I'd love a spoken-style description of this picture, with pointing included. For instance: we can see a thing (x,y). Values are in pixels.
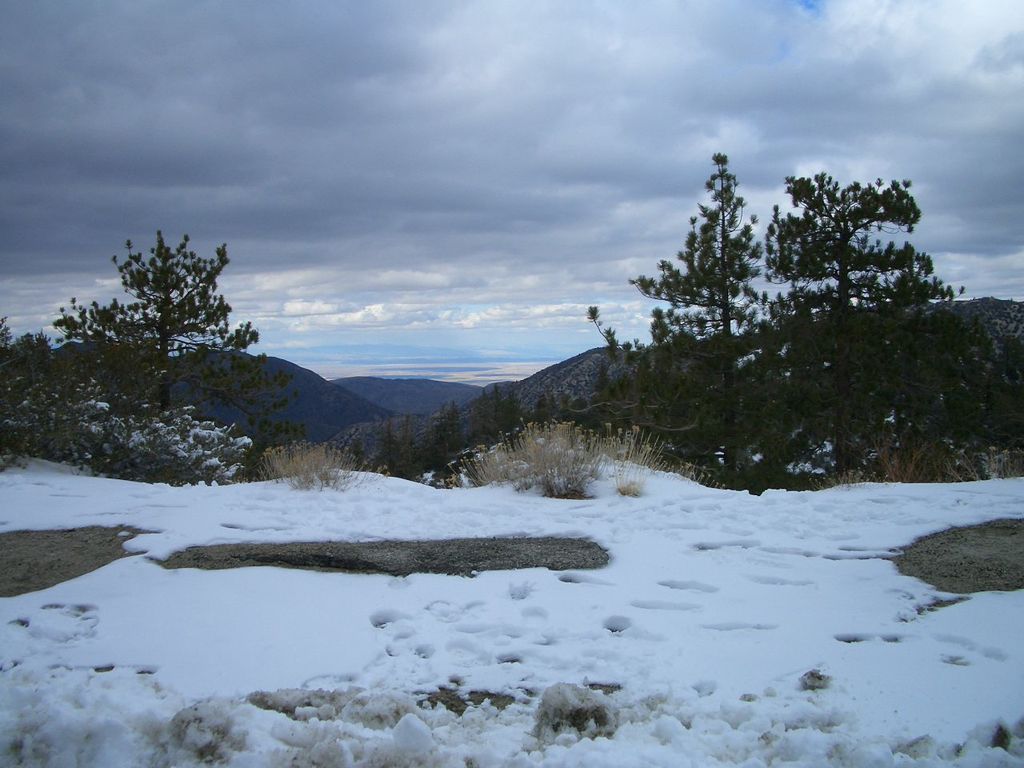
In this image I can see the snow (388,737). In the background (689,376) I can see few plants (774,374), mountains (532,398) and the sky (409,220) is in white and blue color.
